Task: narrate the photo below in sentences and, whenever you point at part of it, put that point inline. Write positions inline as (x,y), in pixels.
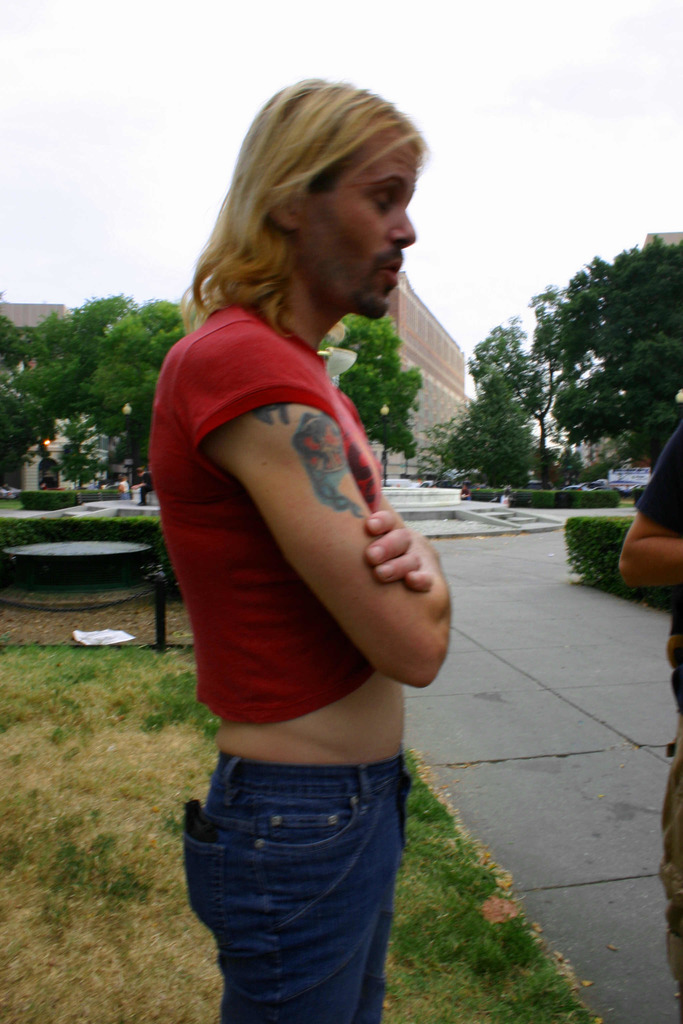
In this image we can see people (198,635). In the background (52,426) there are trees (479,420), buildings (63,438) and sky (126,264). At the bottom (428,952) there is grass (180,992).
